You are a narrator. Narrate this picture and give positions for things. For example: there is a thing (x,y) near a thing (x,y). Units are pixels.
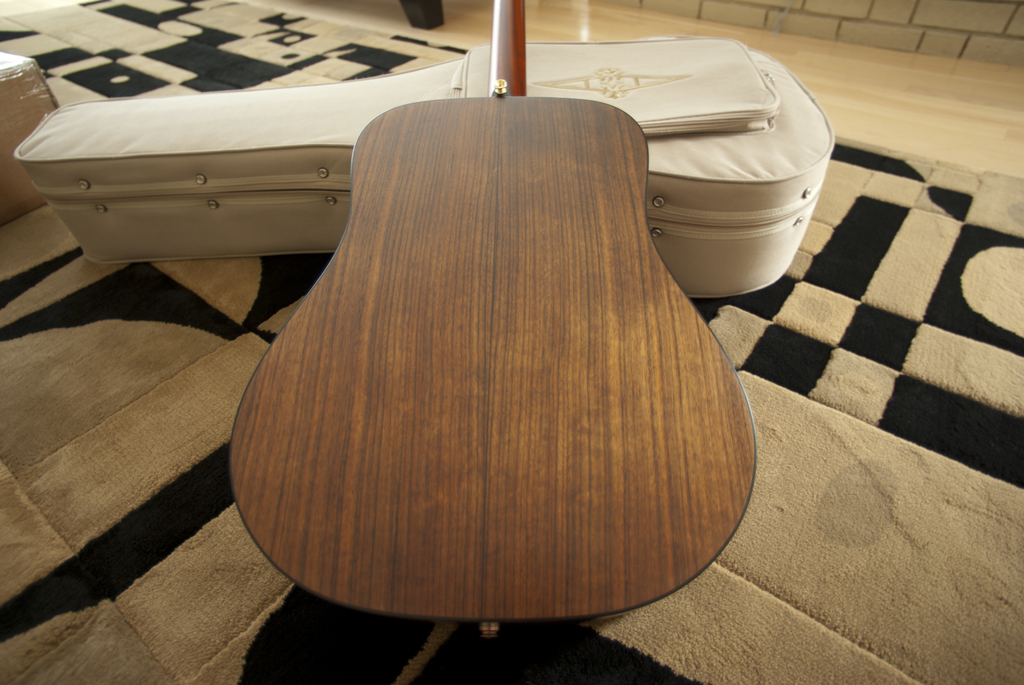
In this picture there is a guitar (458,300) and guitar bag (312,150). There is a carpet (833,344).
